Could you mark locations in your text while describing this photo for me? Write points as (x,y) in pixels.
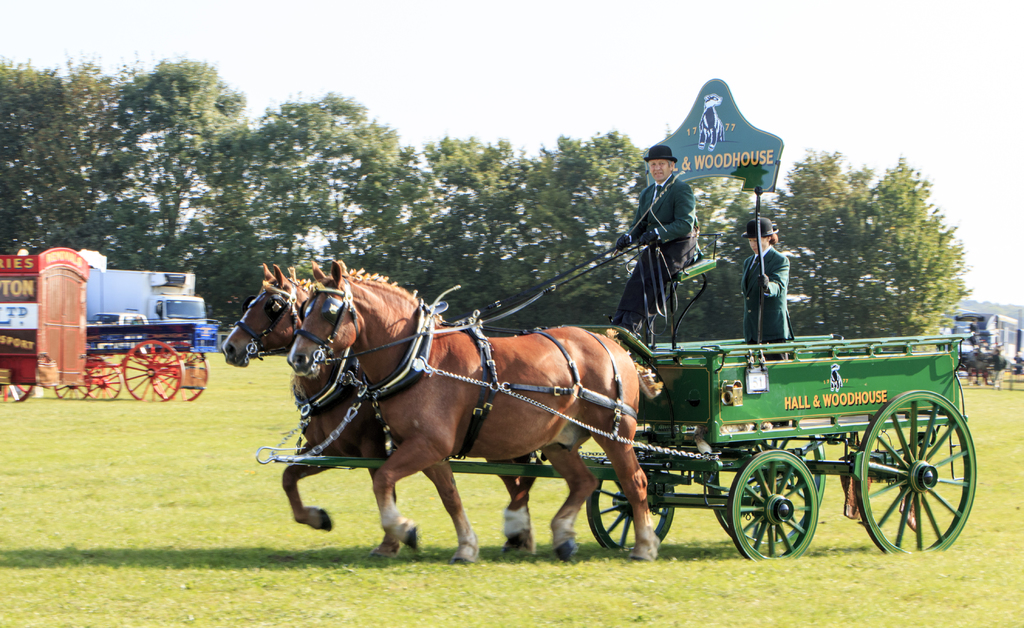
This is an outside view. Here I can see a horse cart (920,398) on the ground (474,585). On the right (990,352) and left sides of the image I can see some more vehicles (173,332). In the background (194,203) there are many trees (370,196). At the top of the image (441,71) I can see the sky (398,50) and at the bottom (121,555) I can see the grass (166,566) on the ground (228,537).
